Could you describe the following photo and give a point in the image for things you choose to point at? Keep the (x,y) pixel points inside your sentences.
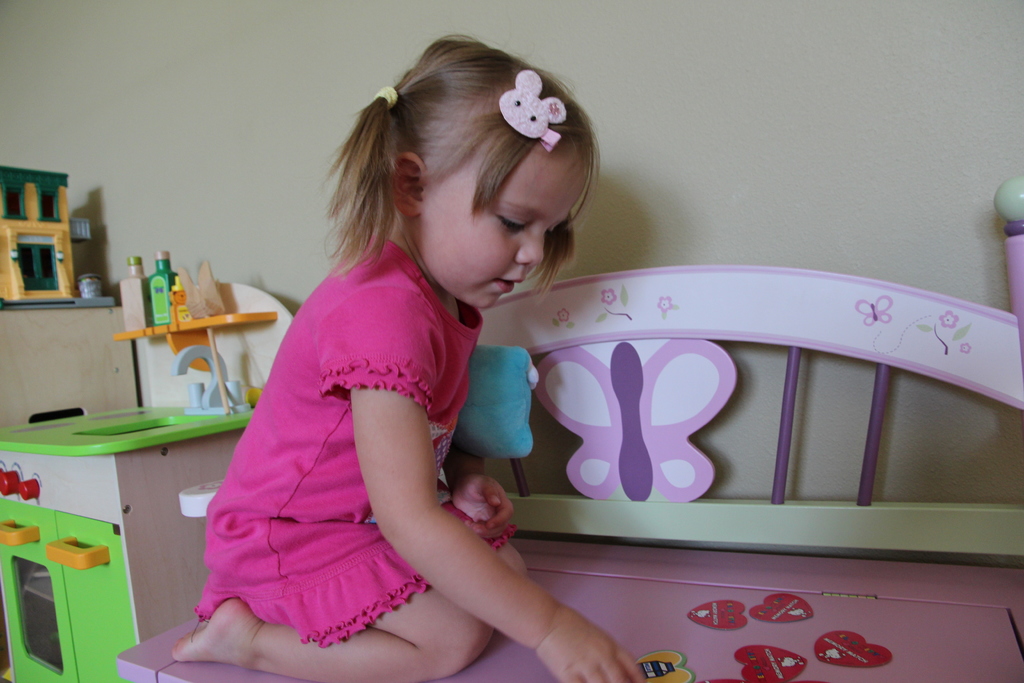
In this image I can see a baby (402,205) sitting wearing pink color dress (303,439), at left (159,301) I can see few objects (149,310) on the table (83,439) and the table (96,420) is in green color, at the background (186,123) the wall (188,118) is in cream color.
